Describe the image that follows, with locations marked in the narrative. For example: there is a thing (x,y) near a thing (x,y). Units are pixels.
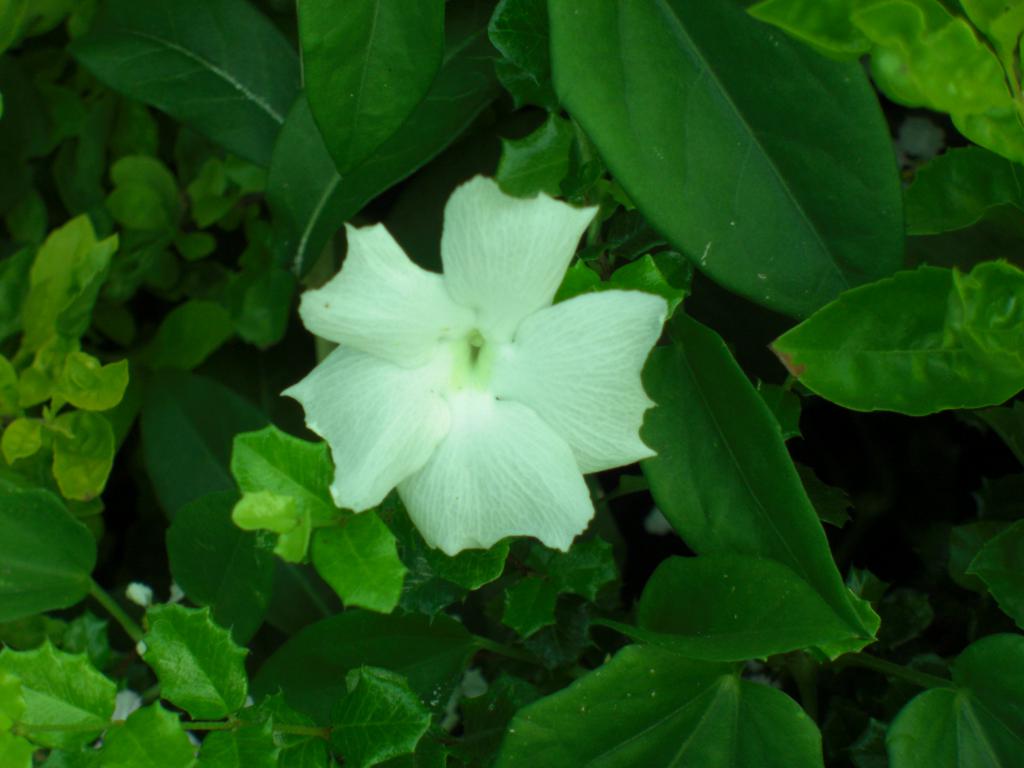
In this picture we can see a white color flower (530,412) and some leaves (568,173) here.
